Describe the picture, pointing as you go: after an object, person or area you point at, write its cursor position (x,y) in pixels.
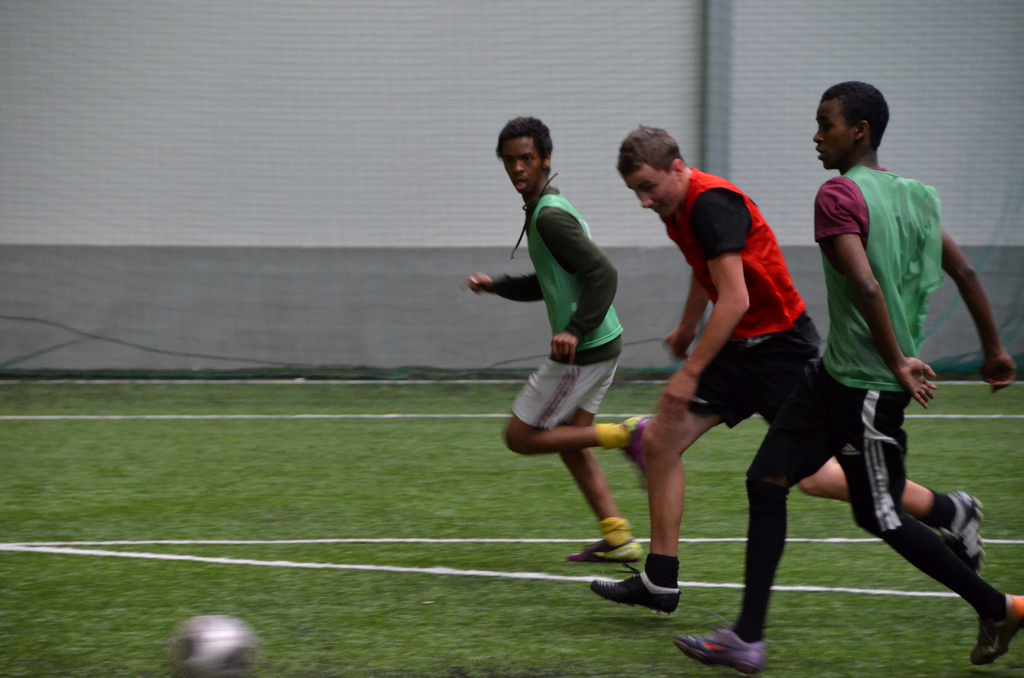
In this picture I can see three persons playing with a ball (242,631), and in the background (149,258) there is sports net (136,201).
